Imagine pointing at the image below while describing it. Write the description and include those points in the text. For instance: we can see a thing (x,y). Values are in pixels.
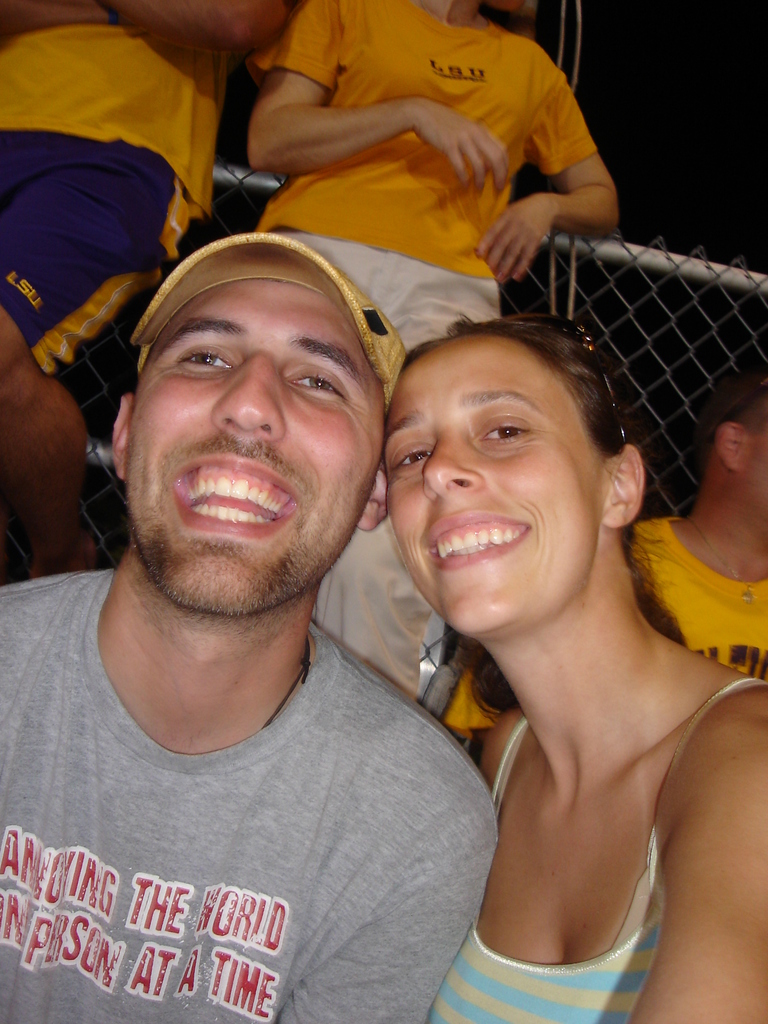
In front of the image there are two people (520,526) having a smile (505,529) on their faces (315,496). Behind them there are a few other people (395,66). In the background of the image (737,280) there is a mesh (693,378).
